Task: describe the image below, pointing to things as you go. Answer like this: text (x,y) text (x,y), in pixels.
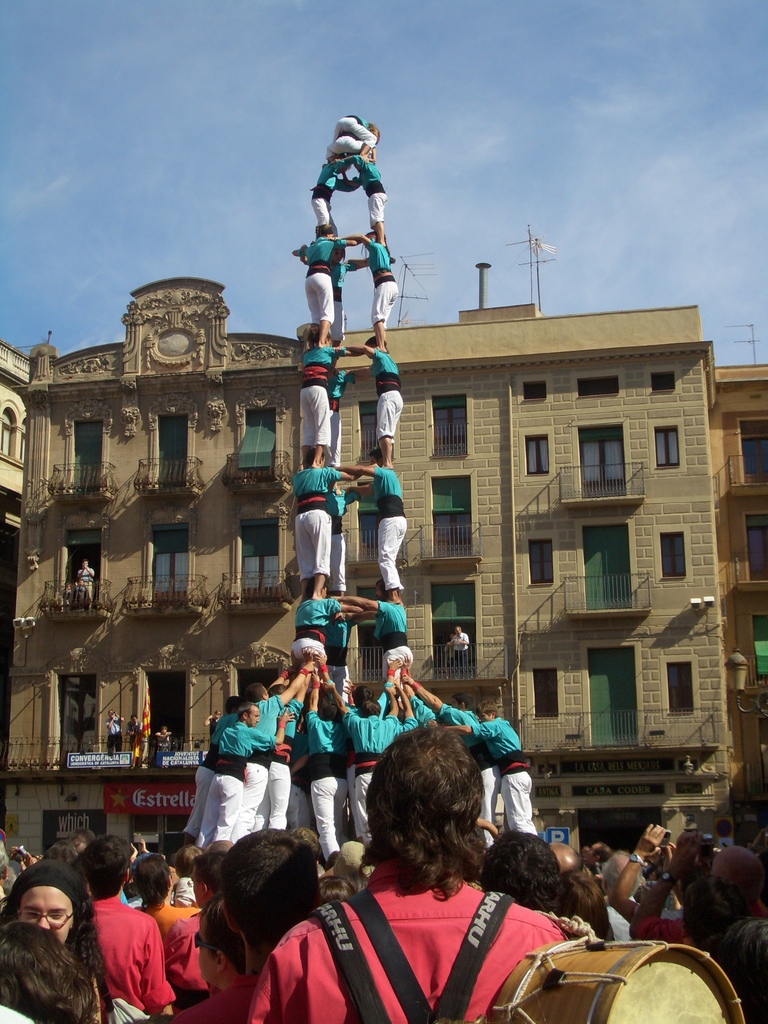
There is a group of persons (384,886) standing at the bottom of this image (512,719), and there is a building (512,631) in the background (487,544). There is a cloudy sky (480,121) at the top of this image (298,145).
